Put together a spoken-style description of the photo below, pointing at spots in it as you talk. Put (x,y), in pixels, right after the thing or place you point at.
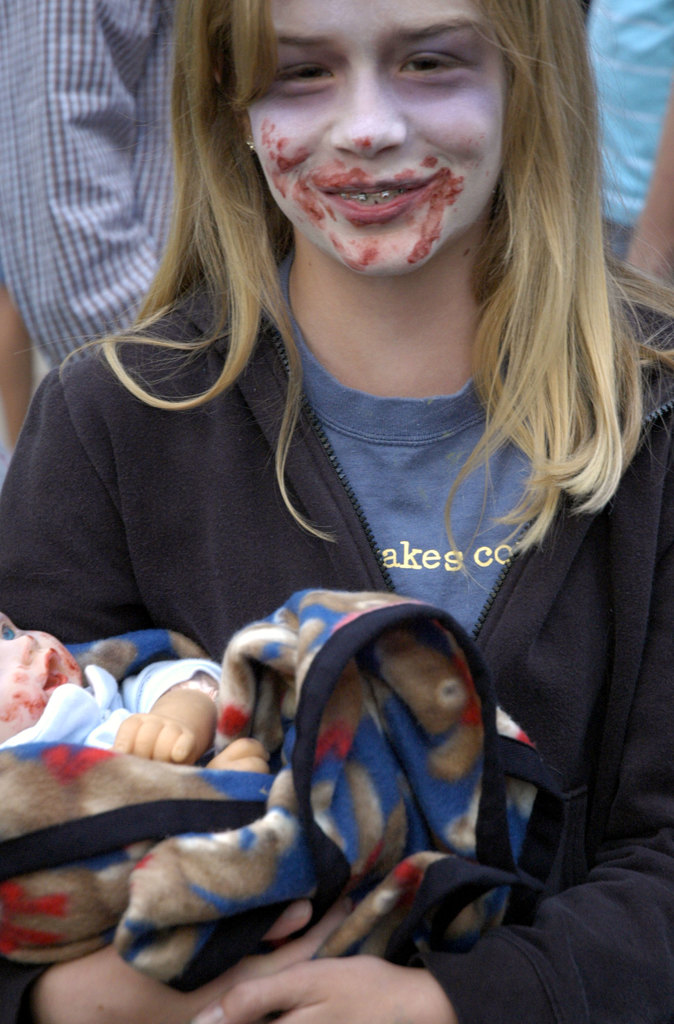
In this image there are persons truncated towards the top of the image (103,147), there is a person (271,962) truncated towards the bottom of the image (337,974), there is a person (404,453) holding a cloth (319,852), there is a toy (149,702) truncated towards the left of the image (81,682).
